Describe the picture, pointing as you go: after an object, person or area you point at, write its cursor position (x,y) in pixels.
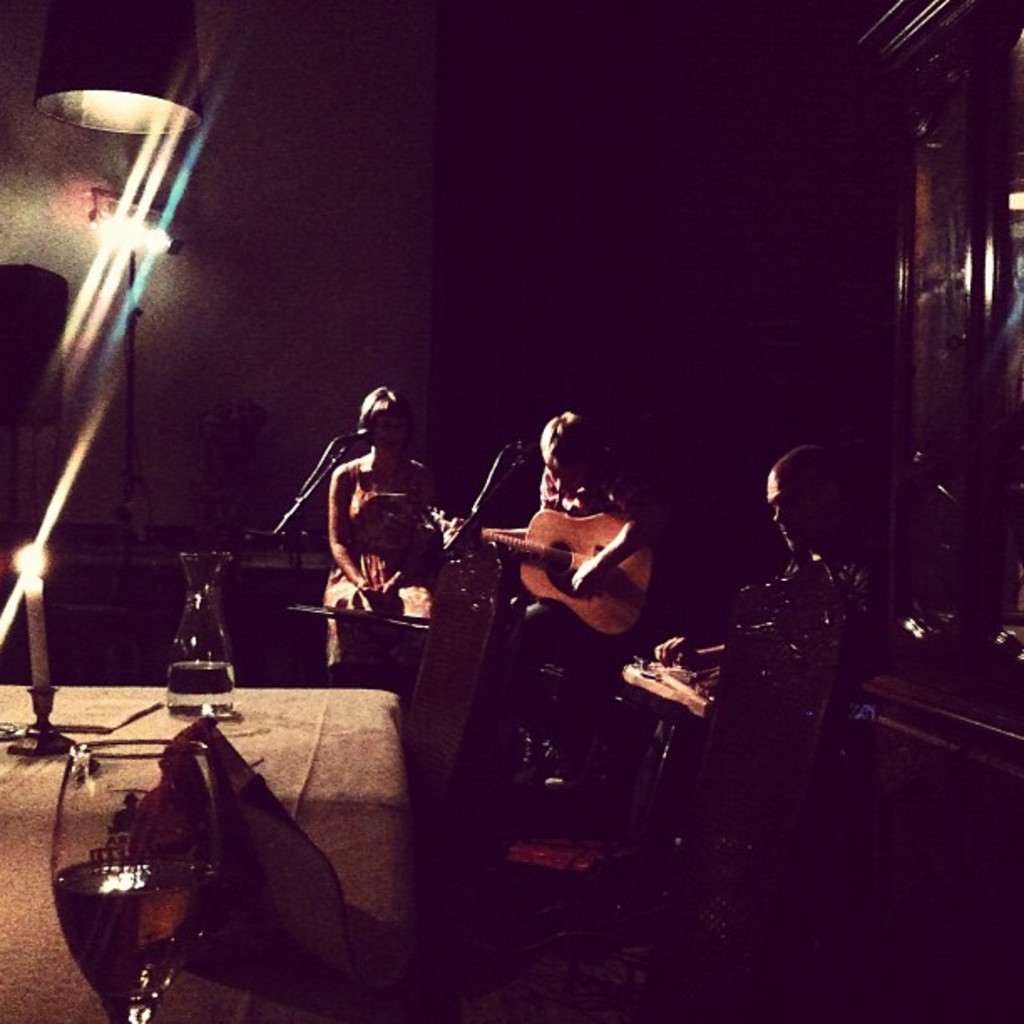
In this picture we can see three people (345,579) and middle one (529,667) is playing guitar (564,530) and in front of them we have mics (336,456) and table (266,694) and on table (95,711) we can see candle (40,594), jar (186,587), glass (109,774) with drink (93,921) in it and background (349,197) it is dark.
